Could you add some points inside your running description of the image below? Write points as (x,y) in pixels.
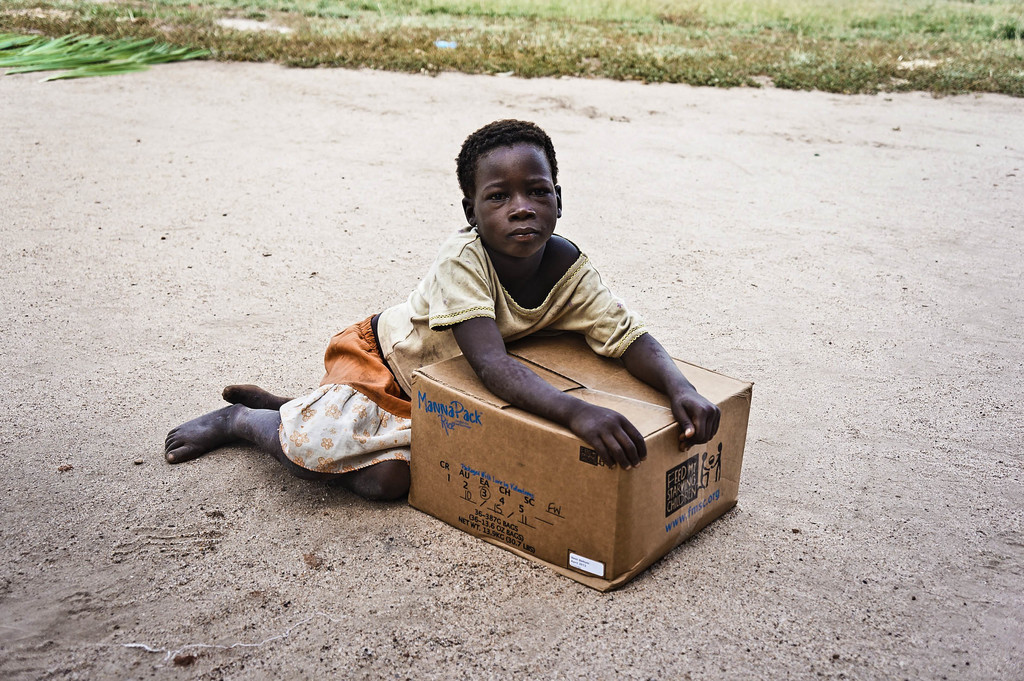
In this picture there is a girl (421,325) sitting and holding the cardboard box (653,471). At the back (364,29) there is grass (672,5). At the bottom (757,542) there is sand (806,599). There is a text (696,509) on the box (633,481).
